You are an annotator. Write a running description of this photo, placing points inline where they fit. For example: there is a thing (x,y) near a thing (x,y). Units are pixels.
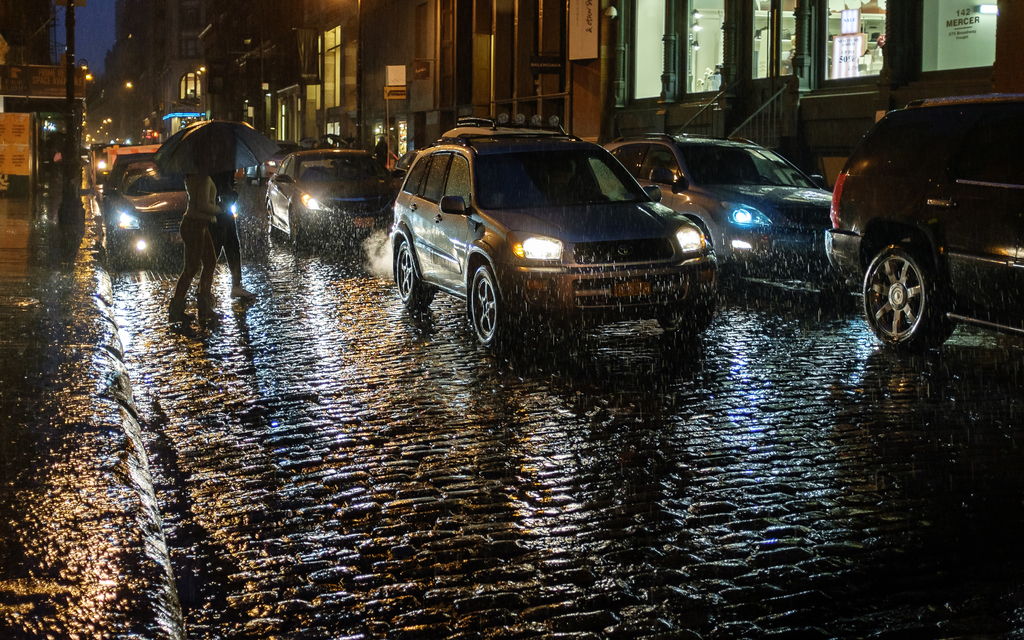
In this picture there are few vehicles (667,206) on the wet road (560,418) and there are two persons (205,237) standing and holding an umbrella (209,155) in the left corner (224,212) and there are few buildings (273,51) and street lights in the background (88,85).
